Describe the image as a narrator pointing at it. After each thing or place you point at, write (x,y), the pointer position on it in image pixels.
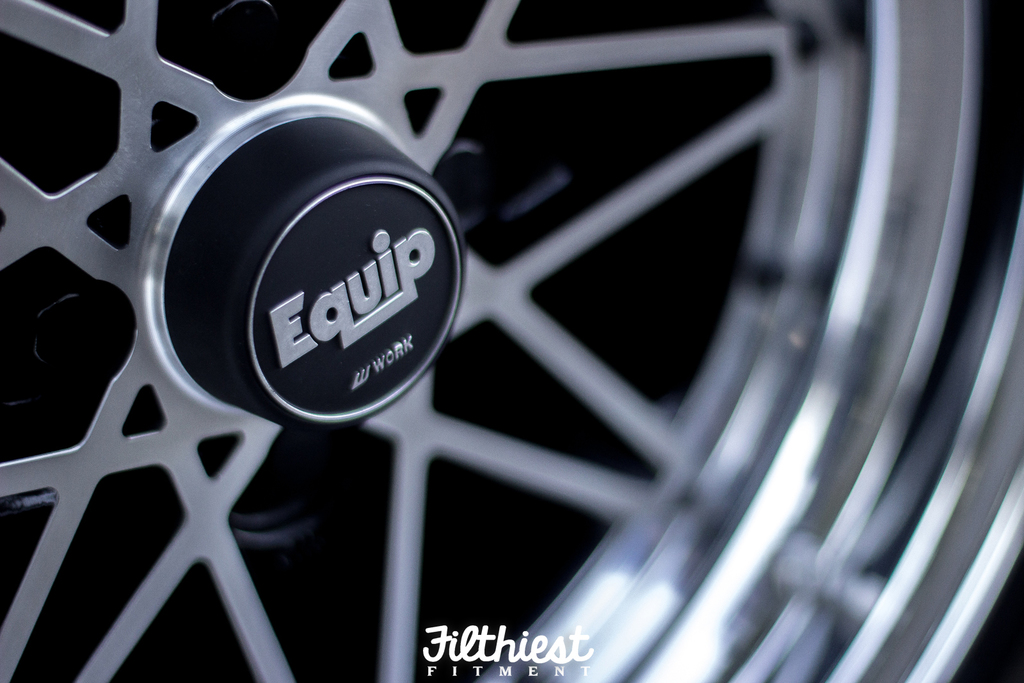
In the image in the center (557,409) we can see one wheel tire (340,353). On wheel tire (316,363), it is written as "Equip". In the bottom of the image (480,644) there is a watermark (487,662).
